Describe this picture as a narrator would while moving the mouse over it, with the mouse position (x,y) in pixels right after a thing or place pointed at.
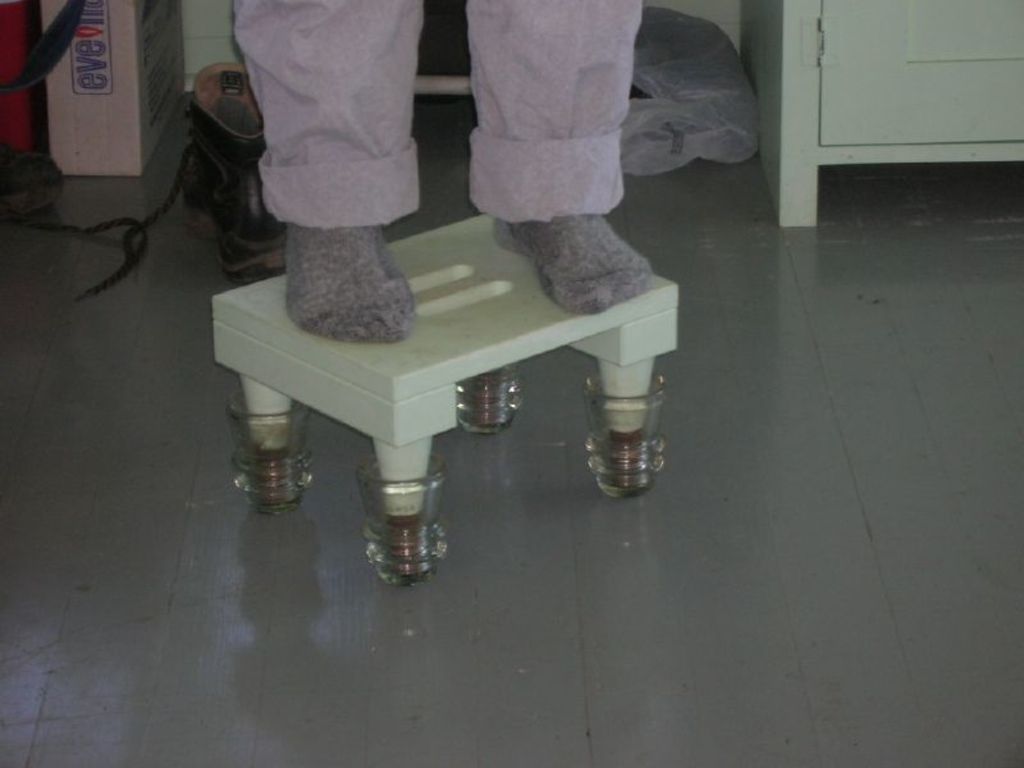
In this image there is one person (323,323) standing on the table (408,354) as we can see in middle of this image (491,442) and there is a floor (701,568) in bottom of this image (723,549) and there is a shoe (217,218) on the top left side of this image (199,196) and there are some objects (737,152) kept on the top right corner of this image (757,118).
